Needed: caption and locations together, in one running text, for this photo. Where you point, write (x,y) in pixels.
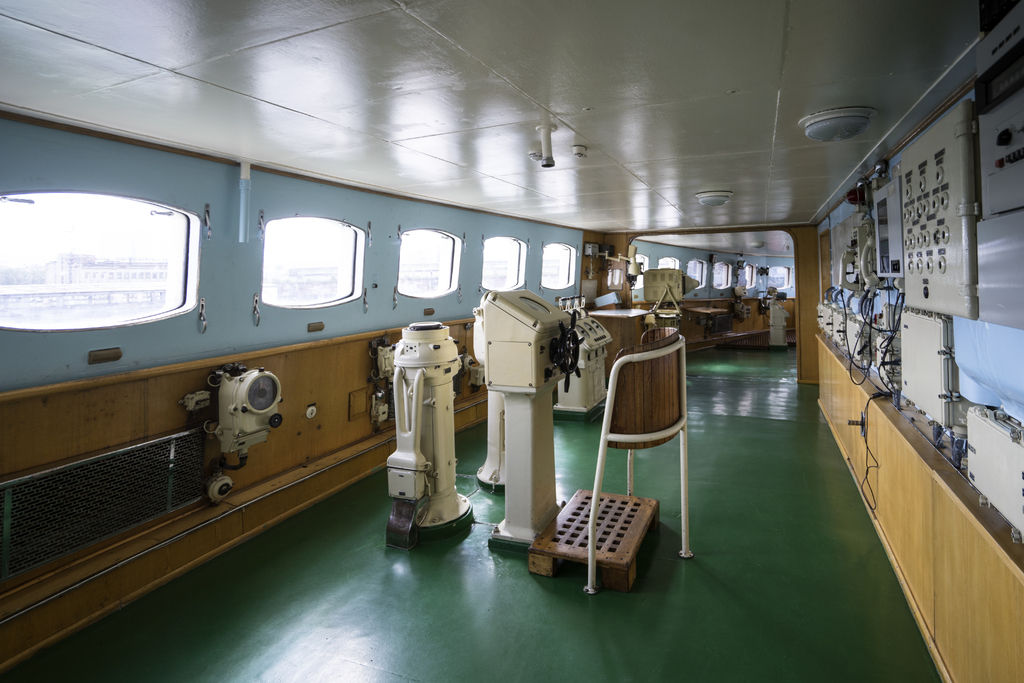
In this image, we can see some machine (511,519) on the floor (512,563) and on the left side (314,283) we can see some windows (332,263) and at the top (441,177) we can see the roof (605,103), in the background (692,276) we can see many other windows (704,272).
